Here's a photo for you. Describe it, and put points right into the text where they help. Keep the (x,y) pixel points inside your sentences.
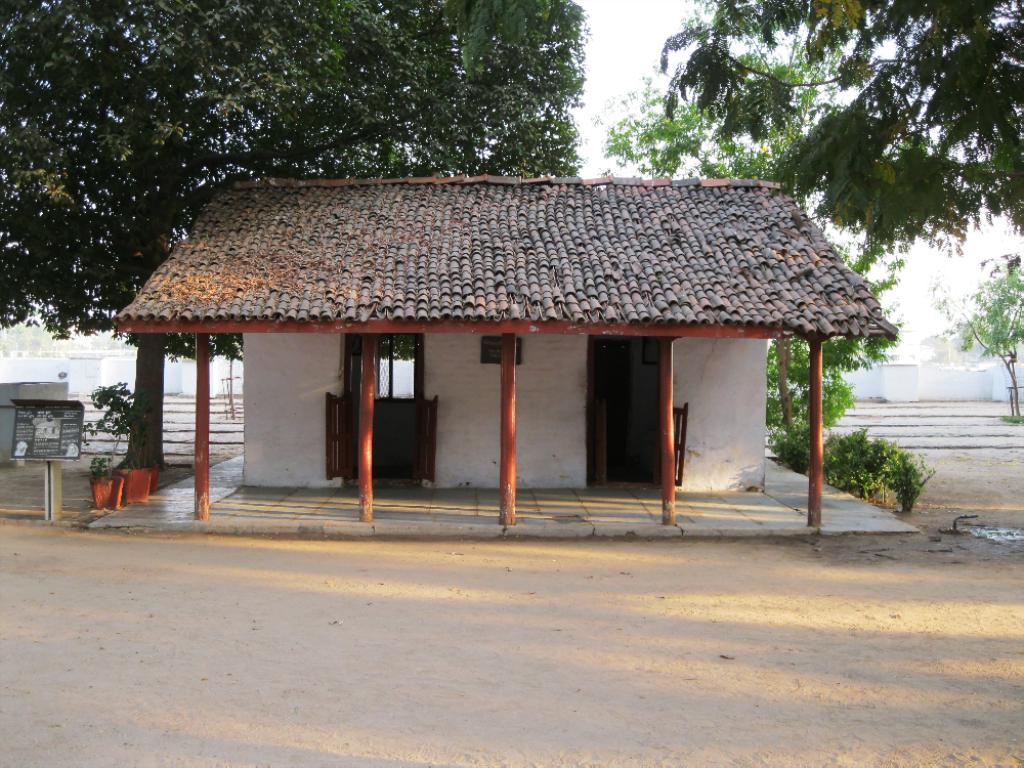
In the center of the image (449,507) we can see a building (723,404) with pillars (203,405), roof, windows (399,382). On the left side of the image (43,436) we can see a board (55,448) with some text (51,451) placed on the stand (60,482). In the background (972,281), we can see some plants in pots (131,485), trees (209,132) and the sky (602,100).
